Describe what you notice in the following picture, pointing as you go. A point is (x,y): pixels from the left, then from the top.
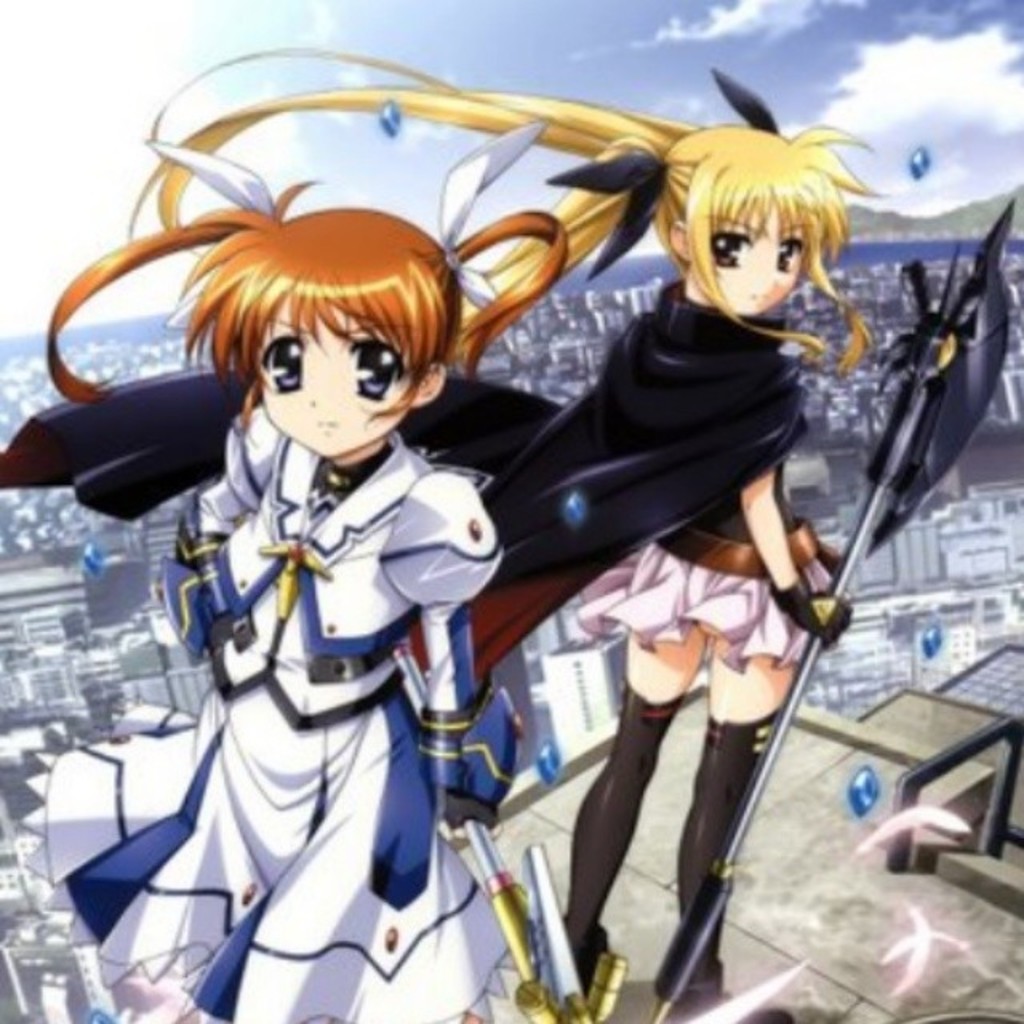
This is an animated image where we can see two cartoons (480,617). Behind them buildings (61,695) and sky (349,176) is there.
